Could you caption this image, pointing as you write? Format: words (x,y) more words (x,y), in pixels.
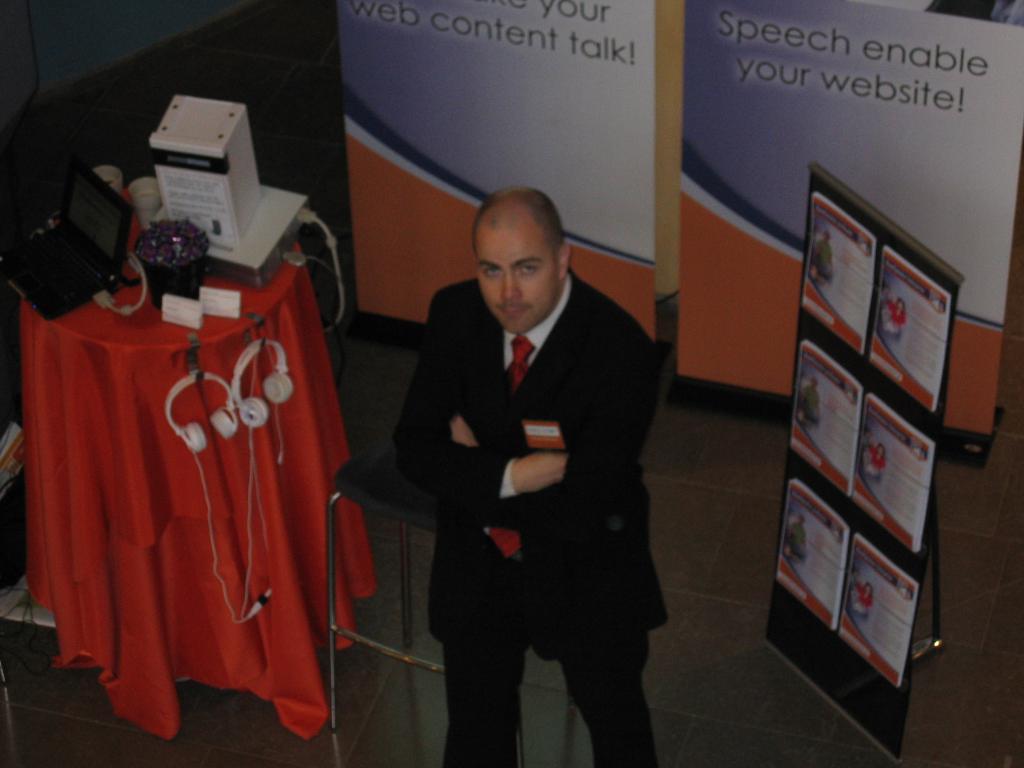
In the center of the picture (506,270) we can see a person (554,494) and chair (381,508). On the left (132,460) we can see a table (229,353), on the table (252,286) there are some electronic gadgets (240,416). On the right (900,379) there is banner (900,467). At the top (516,72) there are banners (531,129).
